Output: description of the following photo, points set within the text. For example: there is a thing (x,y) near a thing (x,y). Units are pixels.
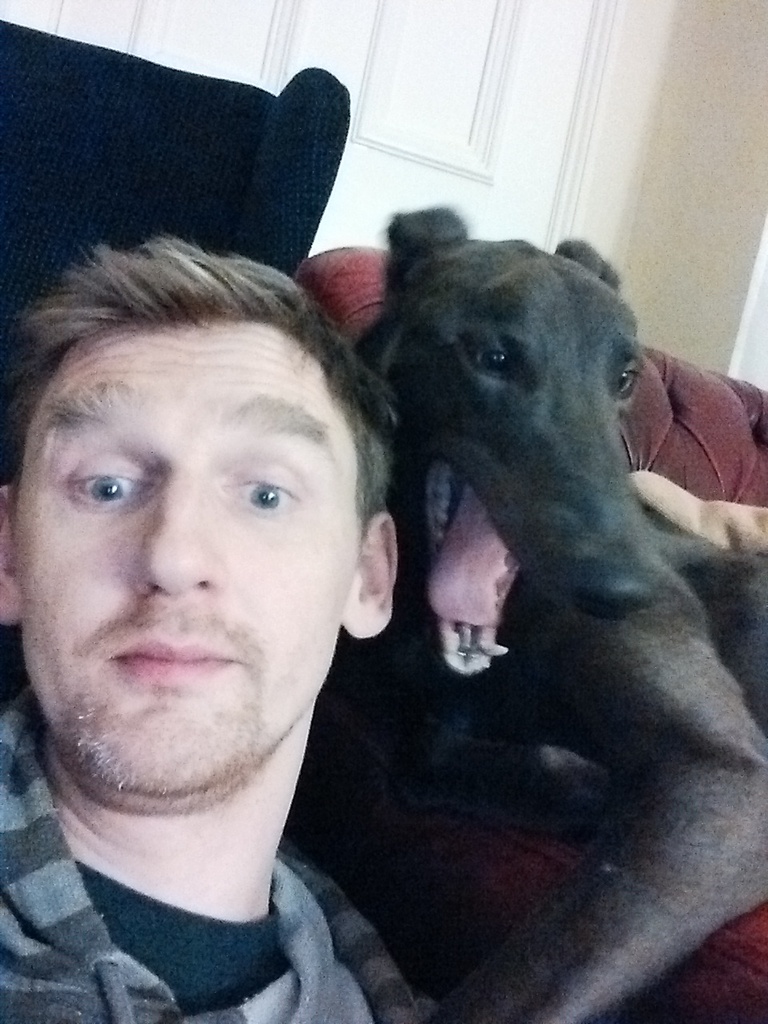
In this picture I can see there is a man (272,741) and a dog (461,565) sitting and the man (294,883) is wearing a black and grey shirt (106,938) and in the backdrop (456,85) there is a wall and a door (281,36).
